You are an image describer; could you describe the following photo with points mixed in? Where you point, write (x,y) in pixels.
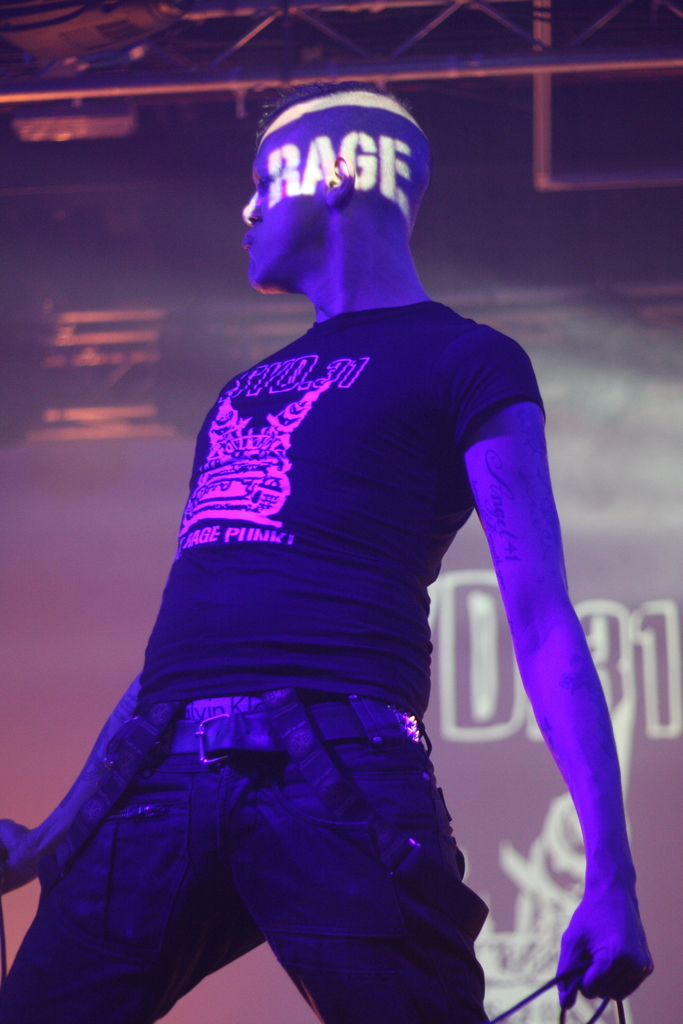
In this picture there is a man (296,746) with black t-shirt (280,548) is standing and holding the wire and microphone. At the back (632,461) there is a hoarding (541,952) and there is text (621,695) on the hoarding (666,701). At the top (84,96) there are rods (534,169) and there is text (270,382) on the t-shirt (295,545) and on his head (377,181).
